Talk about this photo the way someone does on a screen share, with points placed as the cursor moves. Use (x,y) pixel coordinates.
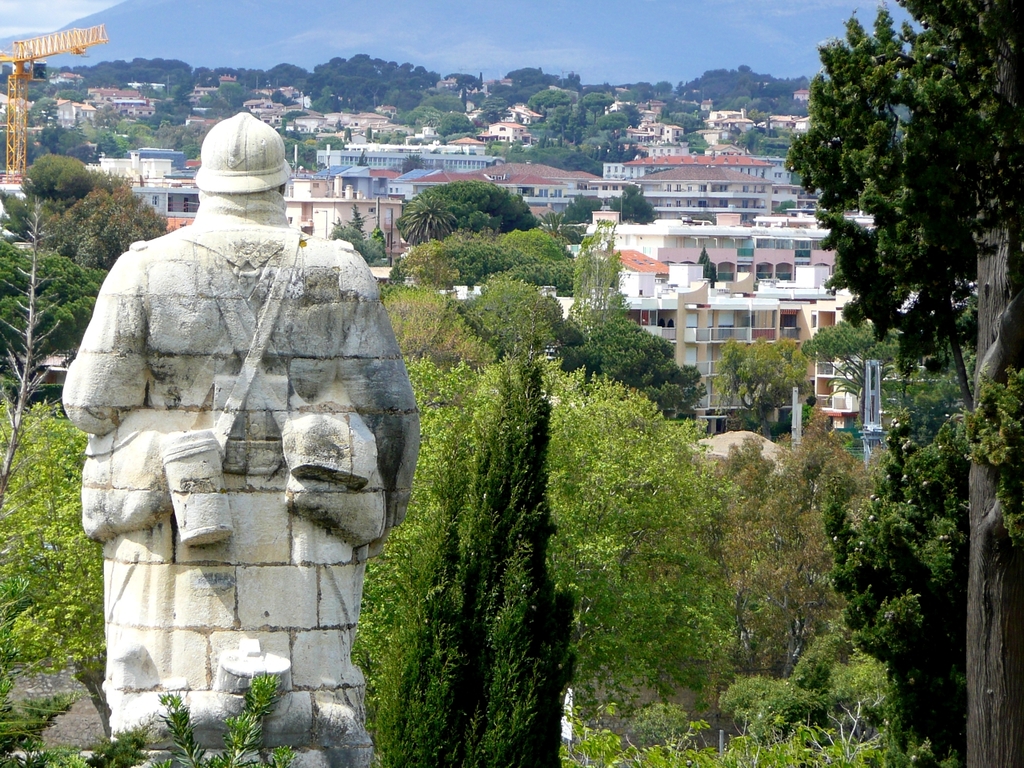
In this image, on the left (254,359) we can see a statue (174,277) and in the background (435,155), there are trees (701,475), rocks (771,452), buildings (770,253), towers (44,62) and poles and there is hill (520,59).
